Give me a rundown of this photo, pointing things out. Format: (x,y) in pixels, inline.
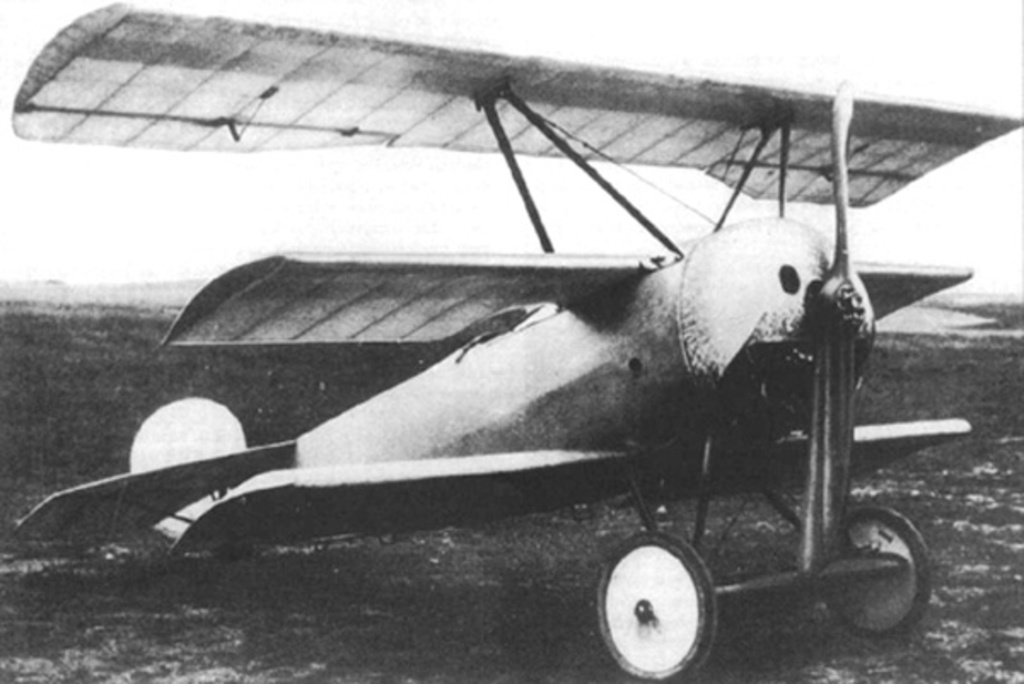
In this image I can see an aircraft (348,432) on the ground (317,554). In the back (303,242) I can see the sky (345,157). And this is a black and white image.
